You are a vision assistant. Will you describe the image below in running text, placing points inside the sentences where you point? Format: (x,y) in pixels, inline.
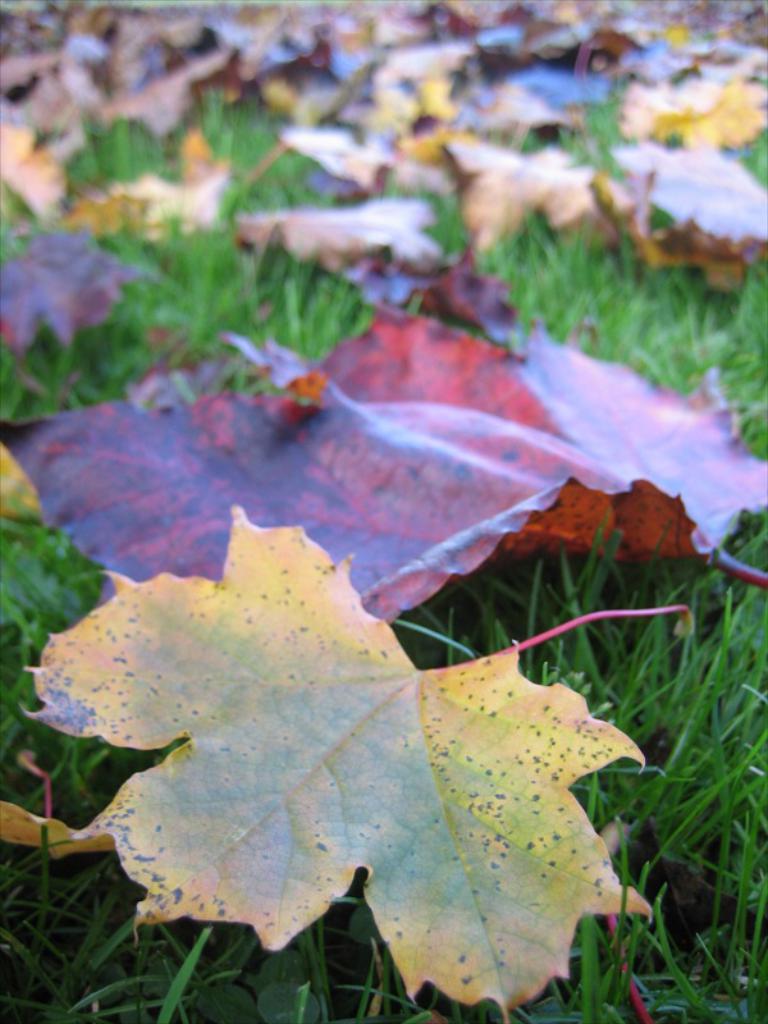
In the picture we can see a part of the grass surface (656,906) with some maple leaves (484,871) on it.
